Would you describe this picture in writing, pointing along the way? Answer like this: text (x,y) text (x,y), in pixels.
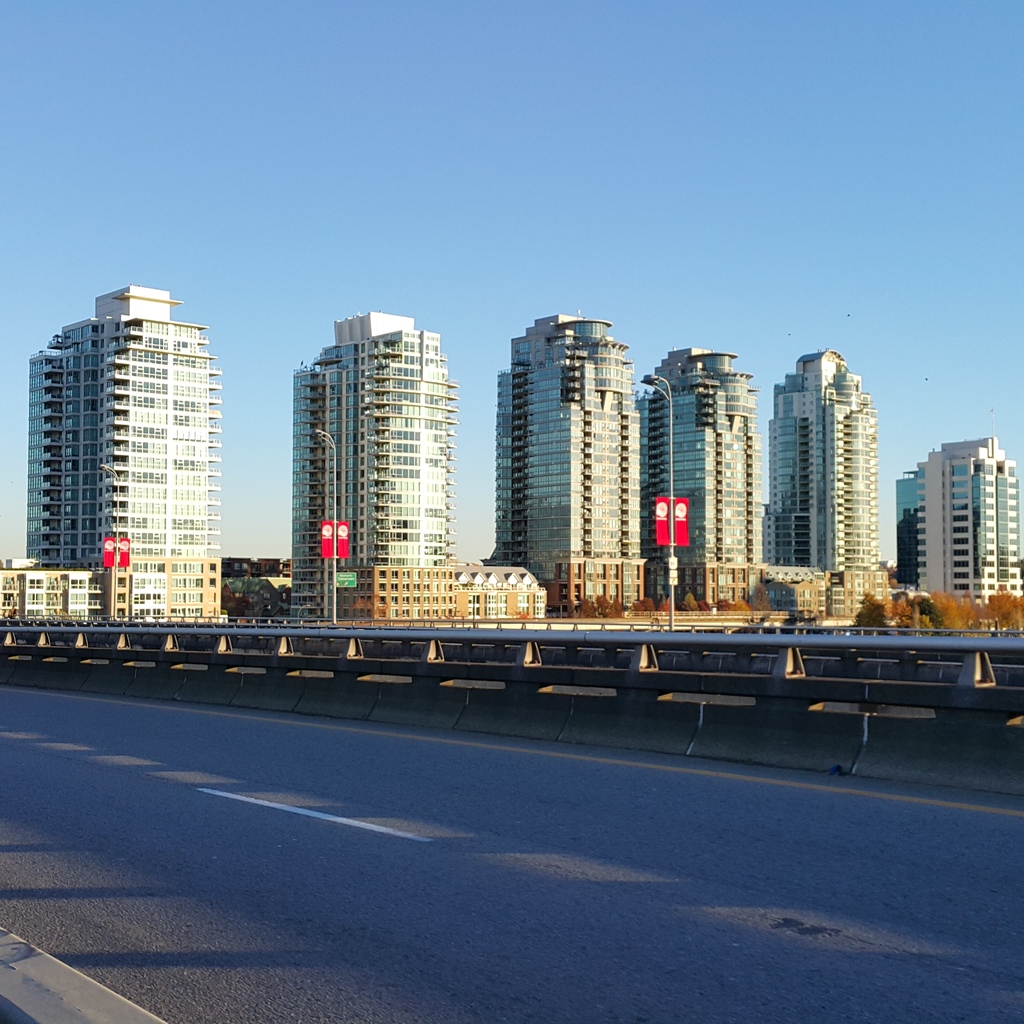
This is the picture of a city (475,623). In this image there are buildings (703,463) and trees (591,602). In the foreground (571,851) there is a road (644,780) and there are poles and there are boards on the poles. At the top (512,209) there is sky (644,204).
